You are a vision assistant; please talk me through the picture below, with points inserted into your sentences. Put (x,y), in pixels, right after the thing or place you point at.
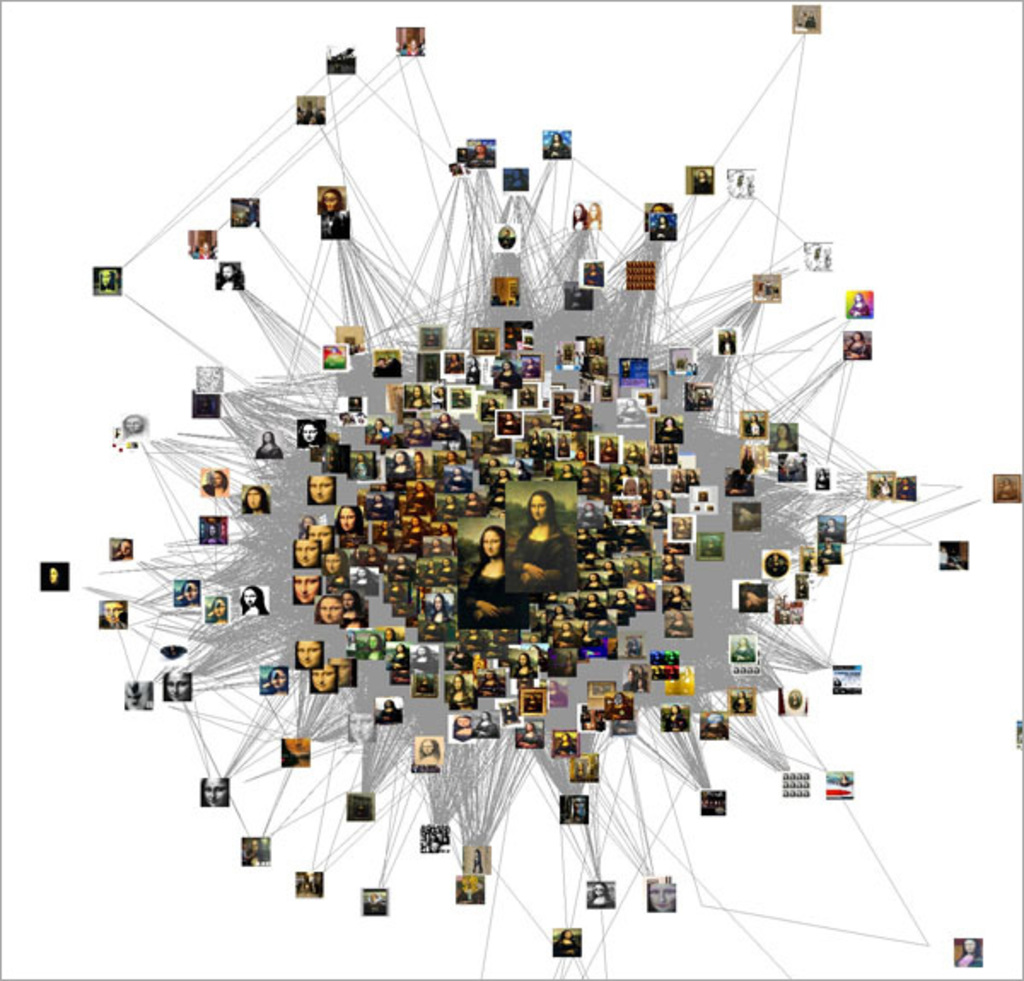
In this image I can see digital art (581,375) with the pictures (484,400) of the Mona Lisa (521,522) and I can see number of photographs (400,488) of Mona Lisa (408,513) in this image and I can see the white colored background (158,119).
